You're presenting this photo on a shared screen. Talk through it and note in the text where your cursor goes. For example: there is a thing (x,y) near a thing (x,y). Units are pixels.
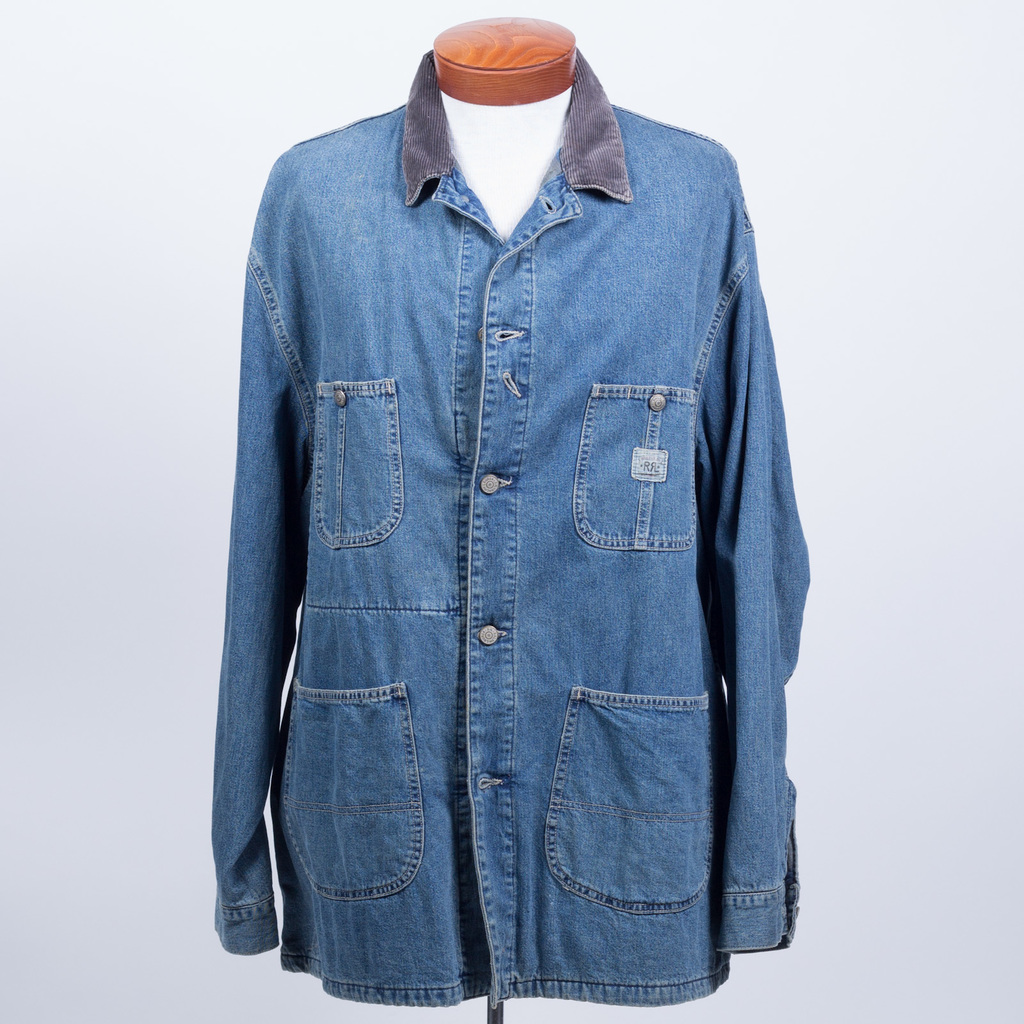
In the center of the image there is a denim shirt (778,431).
